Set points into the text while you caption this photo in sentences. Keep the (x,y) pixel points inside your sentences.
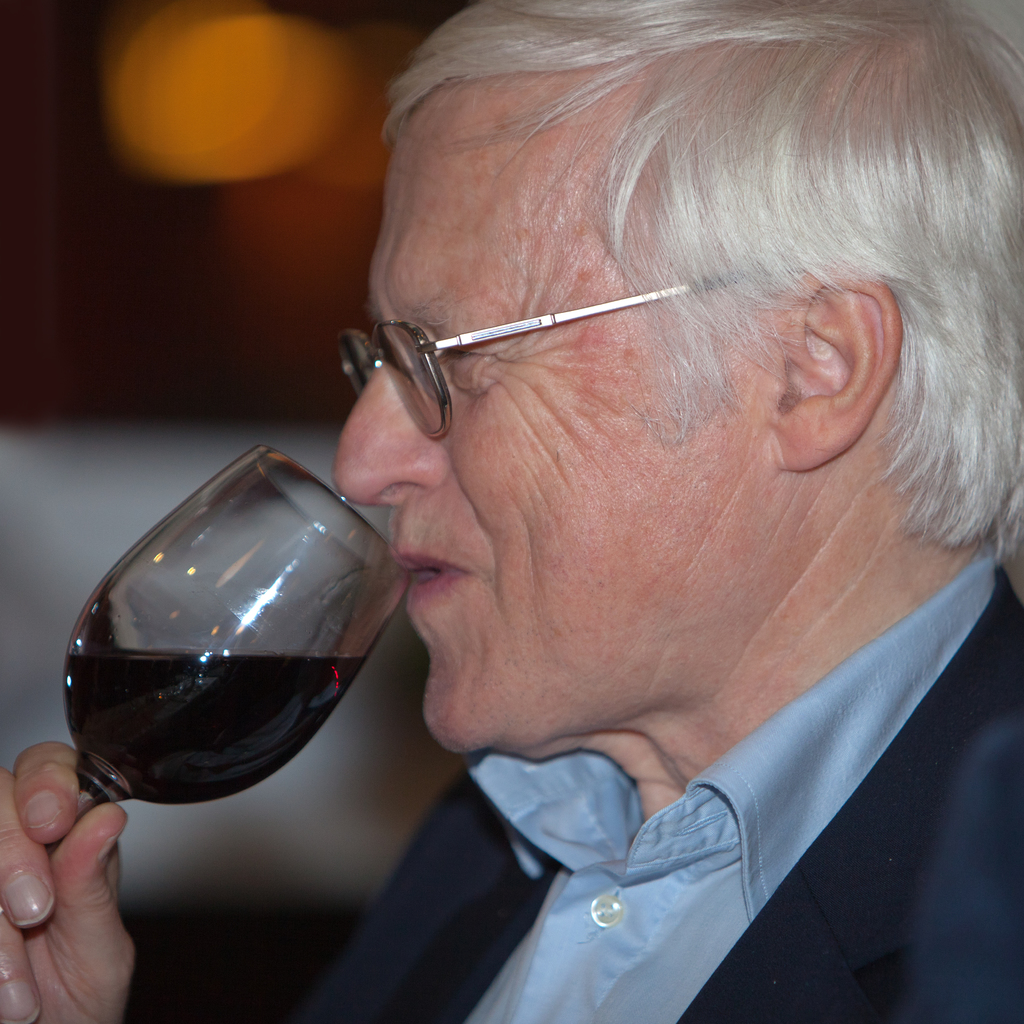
In this image there is a man (894,917) who is drinking the drink (124,750) which is in the glass (209,591).
